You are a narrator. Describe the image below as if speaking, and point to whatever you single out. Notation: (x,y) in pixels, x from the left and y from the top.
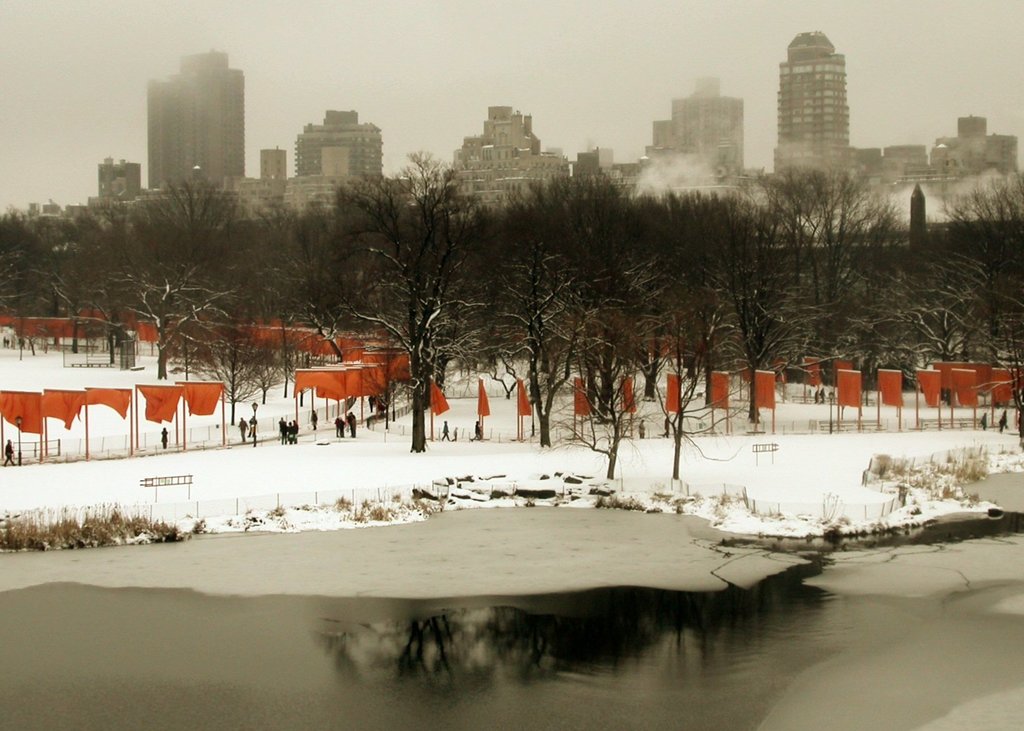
This picture is full of fog (595,167) and snow (370,443). Here we can see flags (896,391) in orange colour. We can see few persons (164,447) walking and standing. These are the bare trees (106,301). At the top (540,46) we can see sky (492,60). These are the buildings (670,149). Here we can see the reflection (551,661) of trees (583,646) on the water (514,642).
